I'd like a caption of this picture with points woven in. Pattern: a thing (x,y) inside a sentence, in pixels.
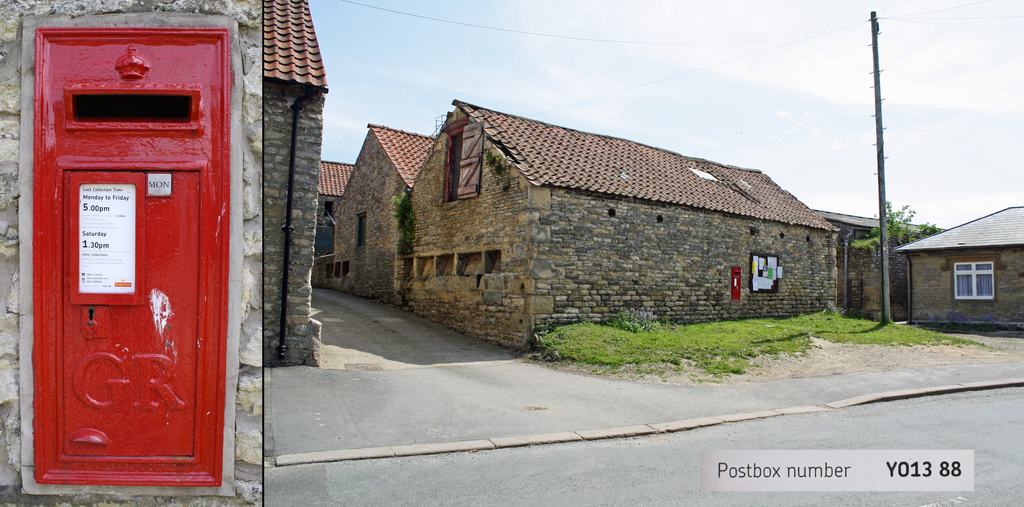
In this image we can see few buildings (551,192), a post box (155,260) to the wall (93,7), a current pole (883,273) with wires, tree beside the pole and sky (947,159) in the background (921,219).
